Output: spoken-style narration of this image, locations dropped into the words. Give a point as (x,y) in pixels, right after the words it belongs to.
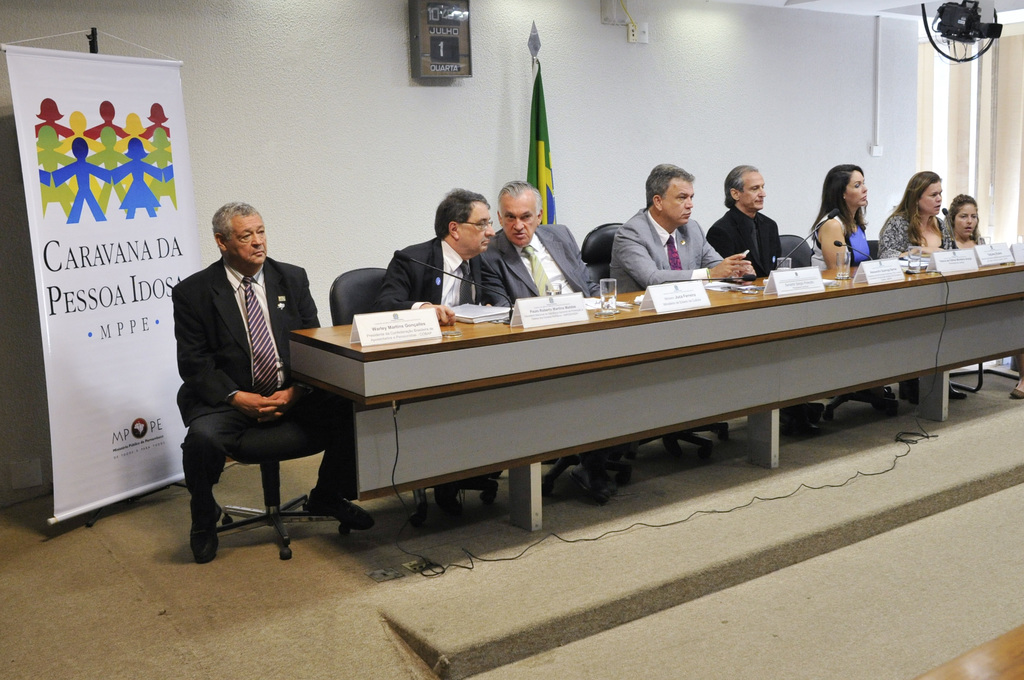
This is a picture of a press conference. In this image there are eight people (196,330) seated in the chairs (349,294), there are three women (963,213) and five men (509,234). On the desk (543,435) there are nameplates (665,301), files (483,310), papers (594,306), glasses (605,294), mike's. There is cable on the floor (788,522). In the background of the center there is a flag (538,130). On the left (90,257) there is a banner (100,269). In the background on the wall (416,89) there is a clock (426,52). On the top right (953,92) there is a door (978,106) and a camera (956,15).
